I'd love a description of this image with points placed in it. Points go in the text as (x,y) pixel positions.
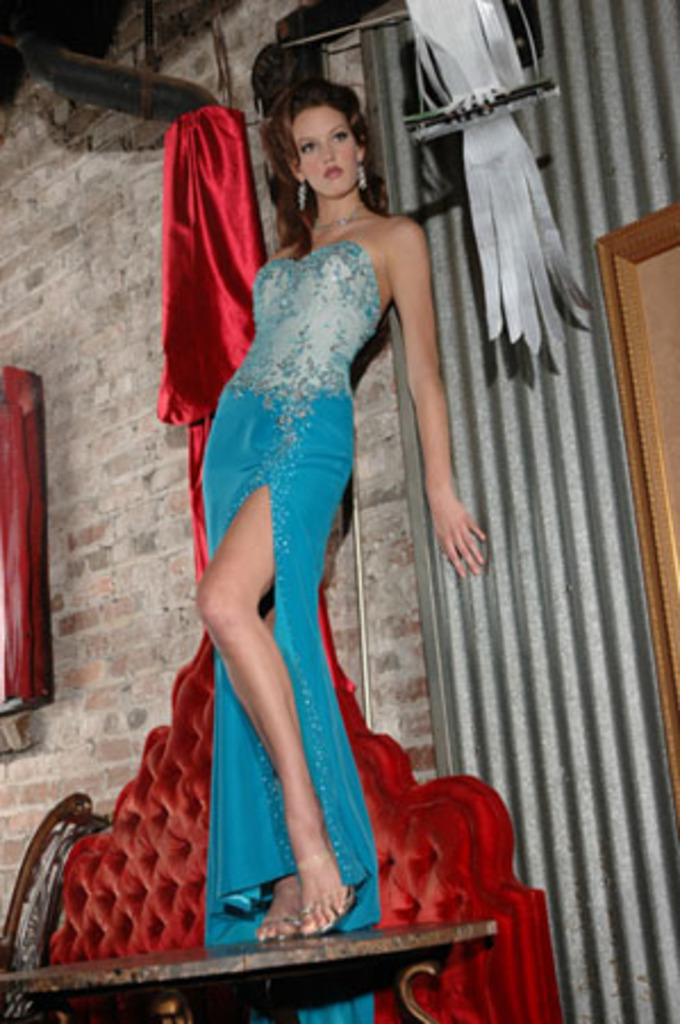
In the foreground of this image (278,469), there is a woman (285,937) standing on the table (176,967) and behind her there is a red color object (147,849), wall (129,636), a red cloth (167,342), a red object (5,465) is on the left side (44,448). On the right (629,309), there is a wooden object (646,414). On the top (527,259), there is a parrot (510,142) on the parrot stand (516,94).
